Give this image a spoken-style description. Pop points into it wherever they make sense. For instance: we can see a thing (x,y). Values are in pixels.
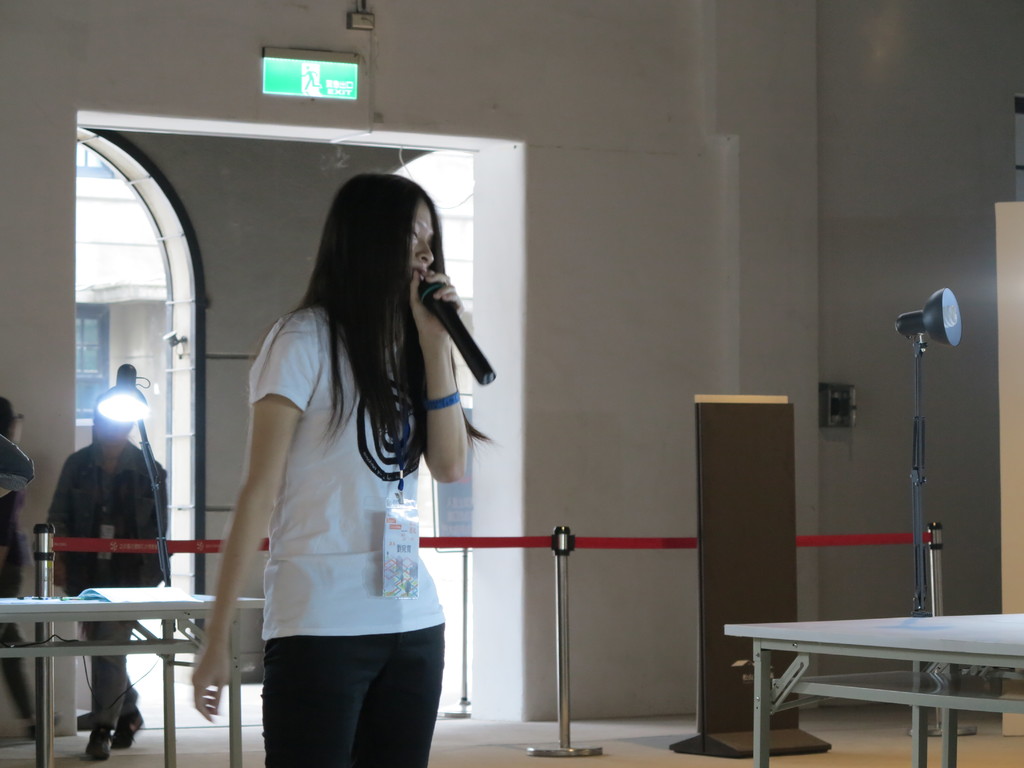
A woman (343,492) wearing a white t shirt (336,519) and tag (396,516) is holding a mic (429,298) and singing. There are tables (174,674), lights (117,399), stands (917,484) in the room (737,537). In the background (90,464) there is a person (102,448), entrance (123,311), sign board (301,69) and a wall (663,223).
